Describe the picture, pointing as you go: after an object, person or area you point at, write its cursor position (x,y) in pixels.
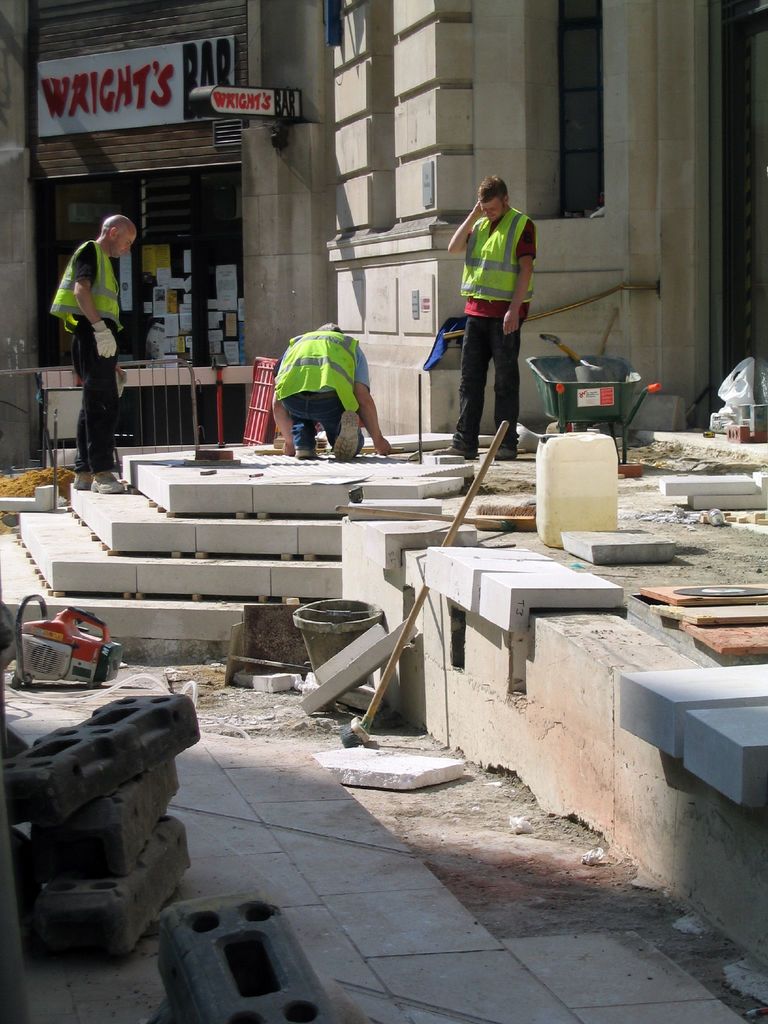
In the center of the image (325,385) we can see a man (325,351) sitting on his knees (303,453) and wearing jacket (353,395) and constructing the floor (384,470) with bricks (371,460). On the left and right side of the image (522,231) we can see two people (112,345) are standing and wearing jackets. At the bottom of the image (366,930) we can see the floor (381,874), bricks (356,648), stick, bucket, machine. In the background of the image (559,486) we can see the wall (525,160), trolley (626,425), box (587,476), sand (36,476), boxes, shutter (174,131), boards (174,72) and some other objects (529,504).
